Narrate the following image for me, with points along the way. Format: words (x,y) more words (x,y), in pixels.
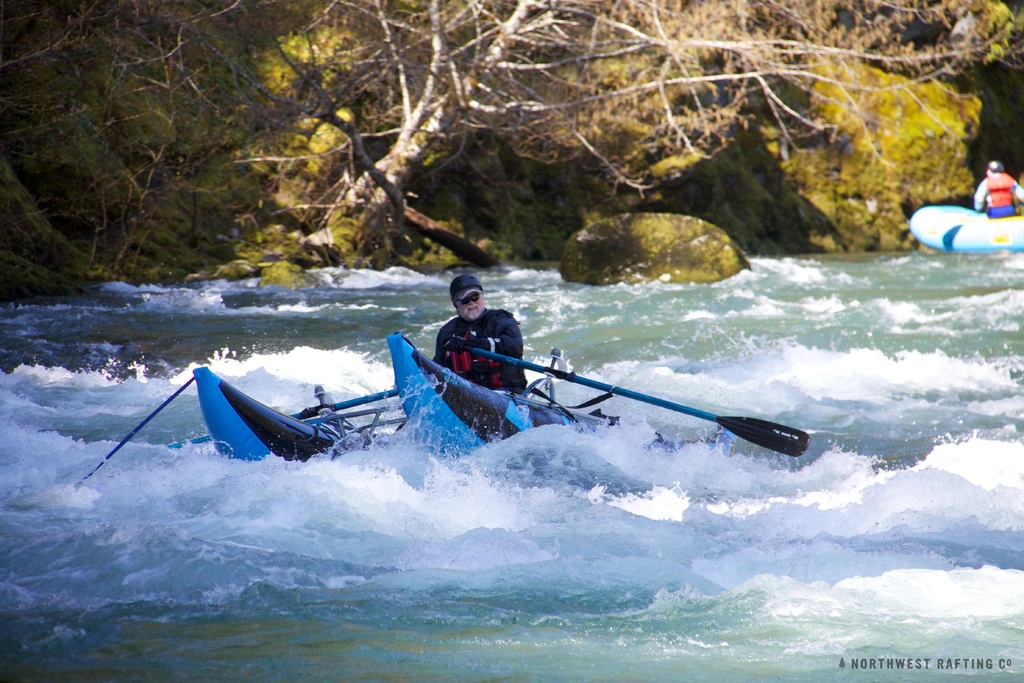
In this image, in the middle (518,352) there is a man (475,377) on the boat (455,434). At the bottom (508,522) there are waves (732,505), water (850,645) and a text (899,664). In the background (737,252) there is a man (1000,205), boat (948,236), stones (585,243) and trees (439,133).
